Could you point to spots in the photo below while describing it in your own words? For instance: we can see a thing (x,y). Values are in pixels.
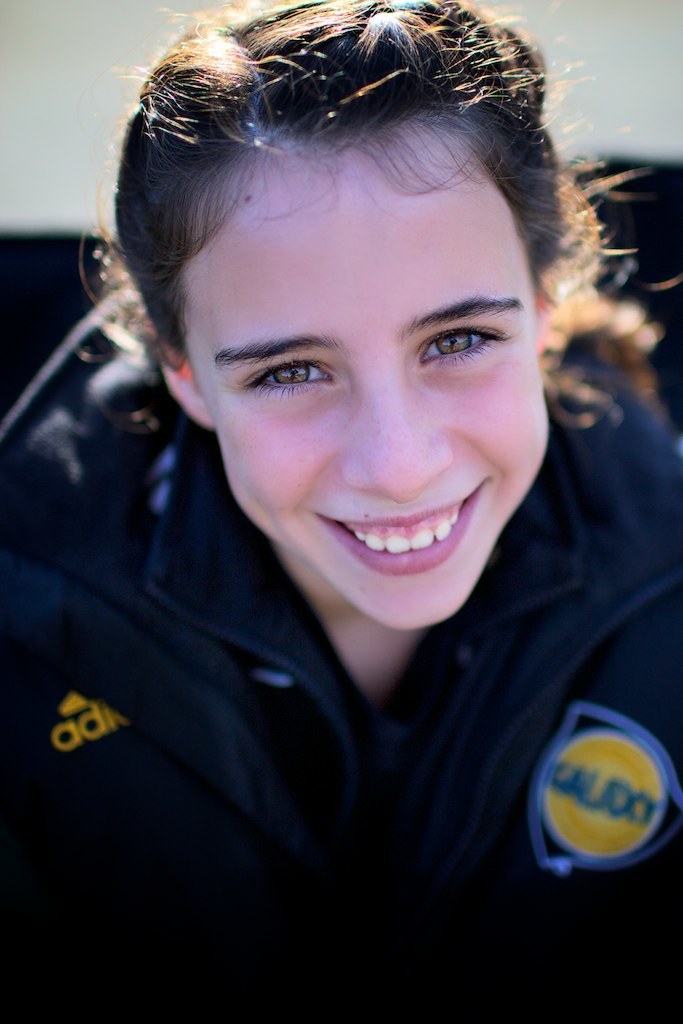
In this image, we can see a woman (309,509) is watching and smiling. At the bottom of the image (540,879), we can see a blur view.
